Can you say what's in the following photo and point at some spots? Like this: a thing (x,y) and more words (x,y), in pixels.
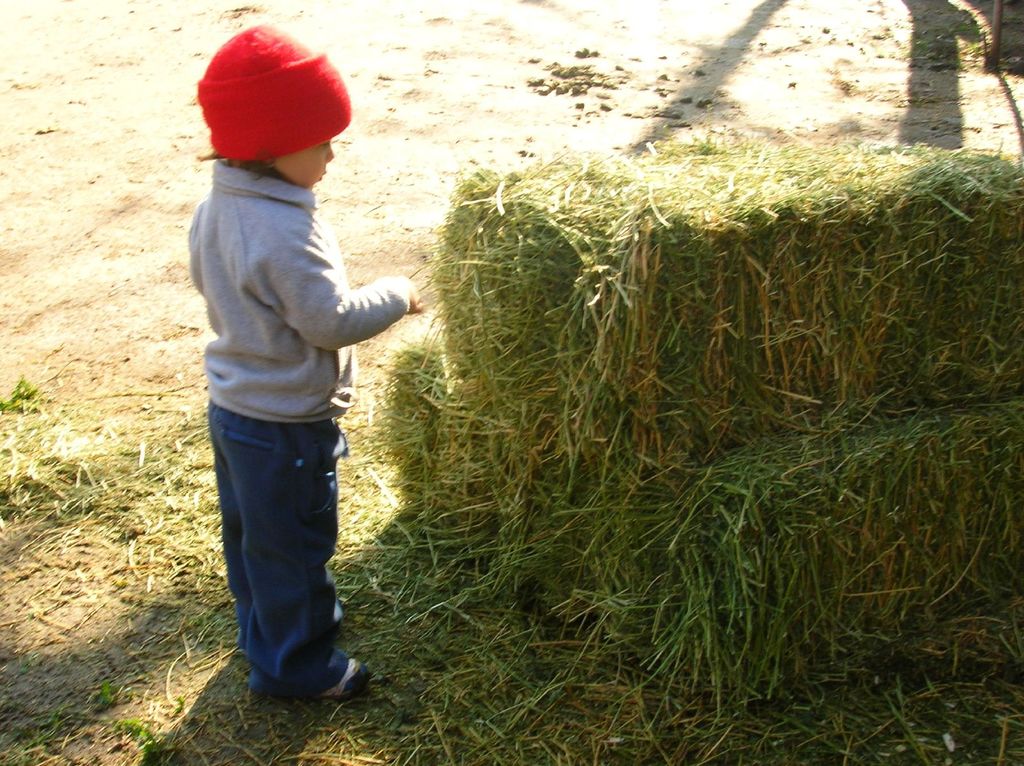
In this image we can see a kid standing on the ground (415,510) and also we can see some grass (705,275).
